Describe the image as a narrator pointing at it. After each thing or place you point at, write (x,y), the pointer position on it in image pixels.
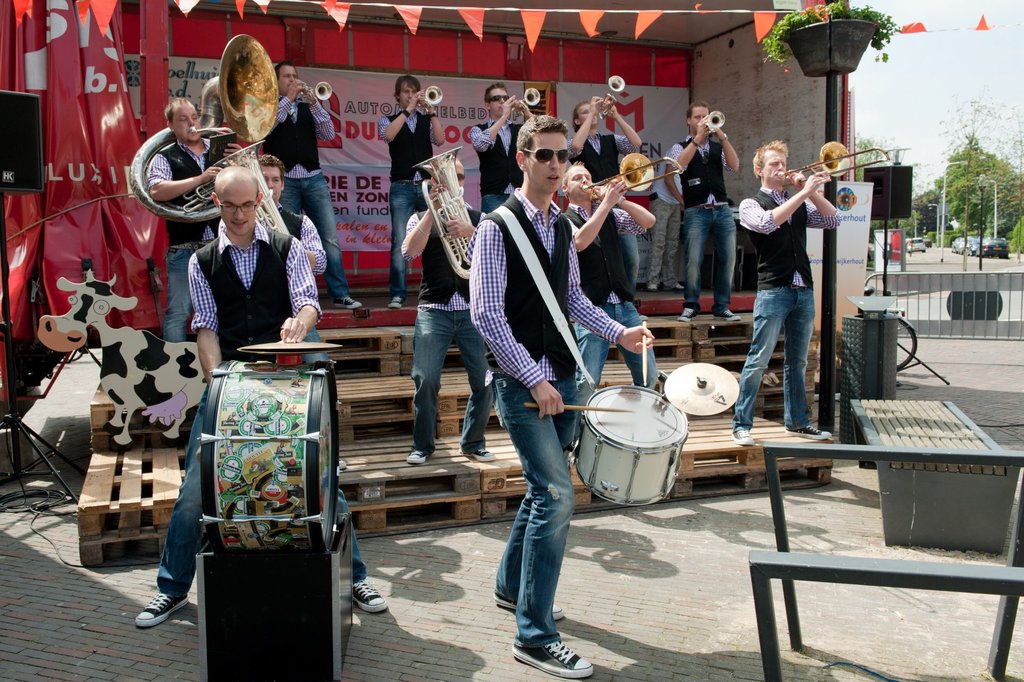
In this image I see men (291,81) who are holding the musical instruments (828,163) in their hands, I can also see speakers (11,151), a bench (886,480) and a plant (837,43) over here. In the background (1015,137) I see the trees (964,107), cars (922,243) on the path (920,270) and few poles (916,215).
